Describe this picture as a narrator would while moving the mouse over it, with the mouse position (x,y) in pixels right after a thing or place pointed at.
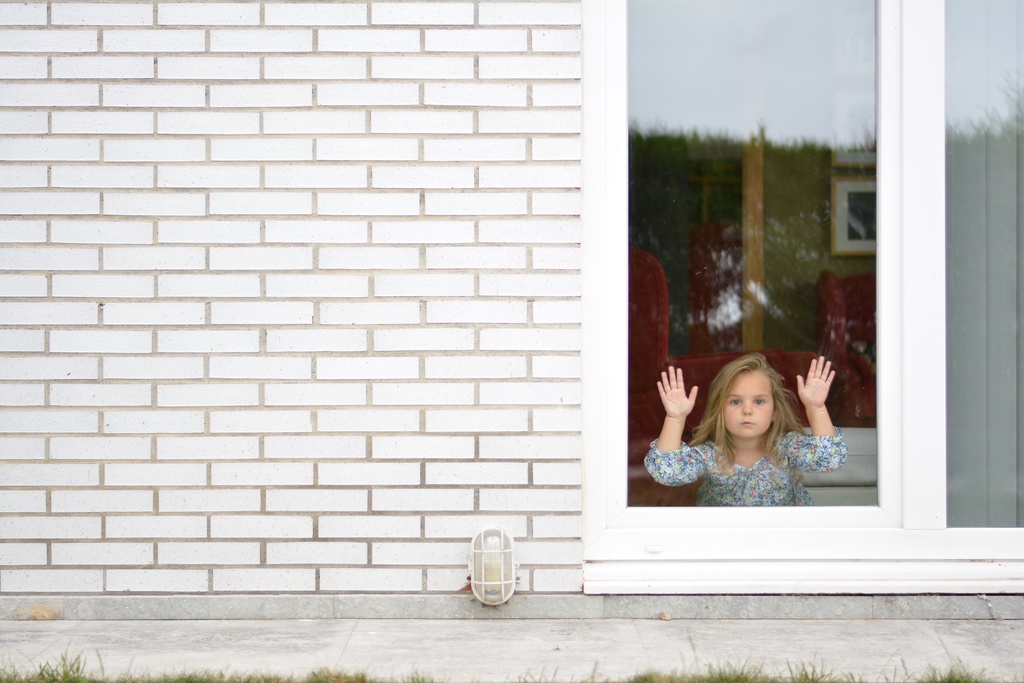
In this image, we can see the wall (494,486) with a light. We can also see some glass windows (793,173) with the reflection (722,204). We can see a person (821,365) and some sofas (817,333). We can see some frames (845,198). We can see some grass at the bottom (711,665).
